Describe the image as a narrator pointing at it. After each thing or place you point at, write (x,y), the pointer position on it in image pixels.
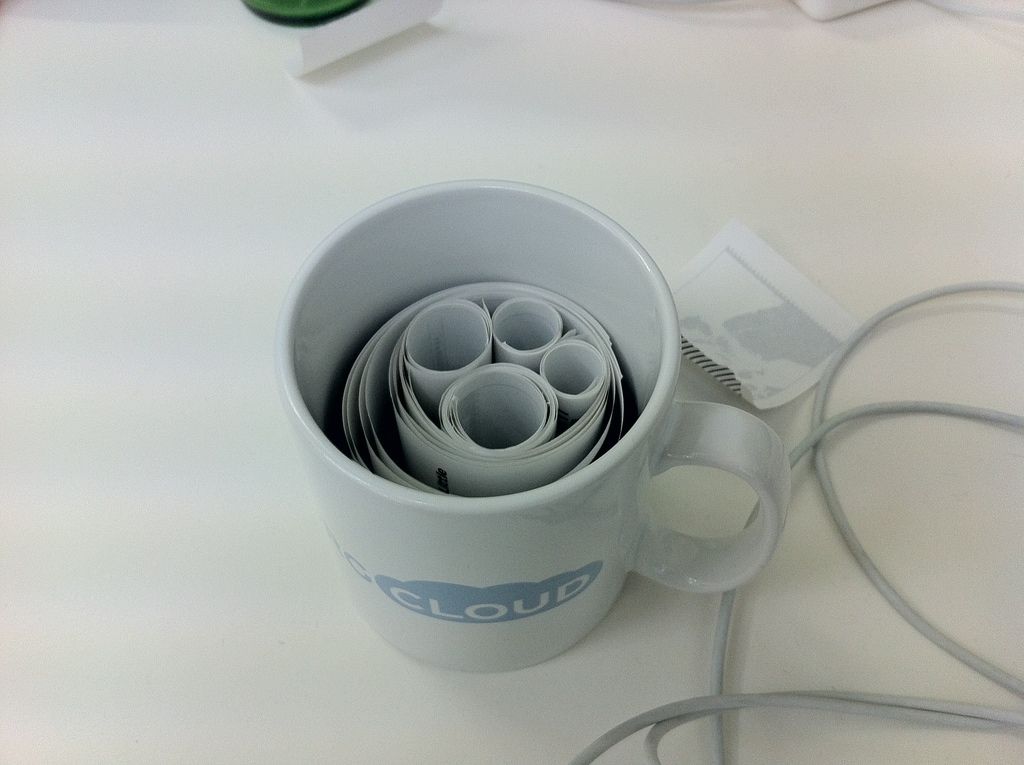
In the image there is a coffee cup (615,515) with paper roll (513,434) inside it on a table (175,170), beside it there is a wire (693,710) and a paper (826,343).
